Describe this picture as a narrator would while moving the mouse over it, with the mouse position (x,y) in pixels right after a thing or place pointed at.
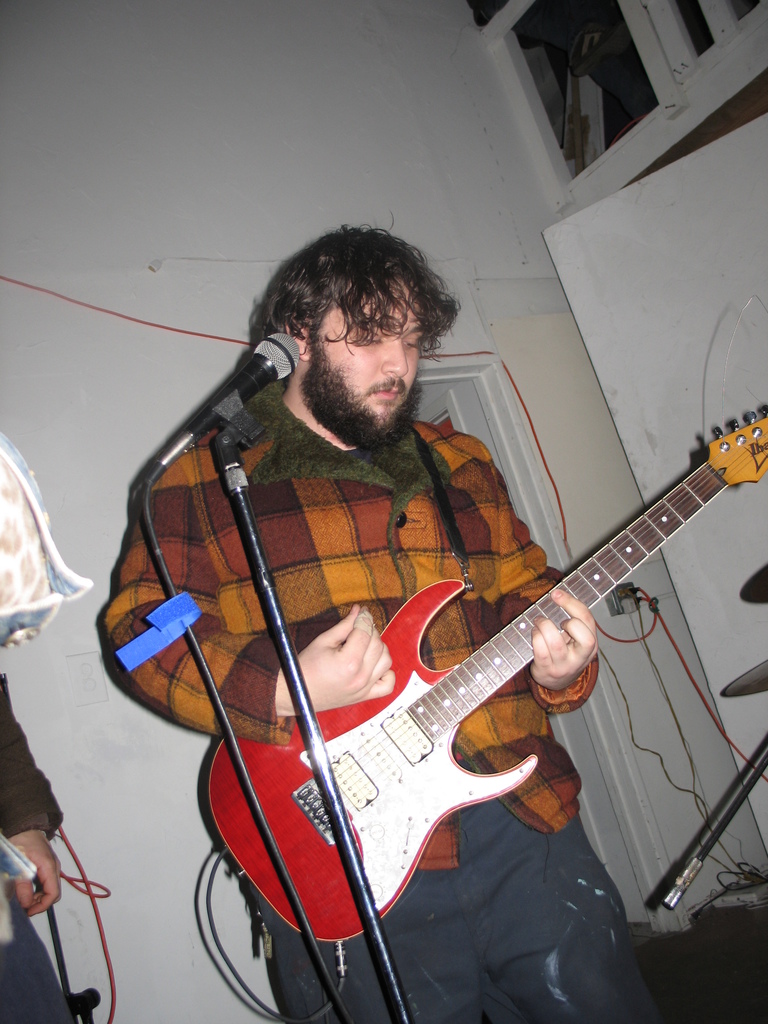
As we can see in the image there is a white color wall (146,107) and a man (372,489) holding guitar (399,638) and there is a mic (244,379).
